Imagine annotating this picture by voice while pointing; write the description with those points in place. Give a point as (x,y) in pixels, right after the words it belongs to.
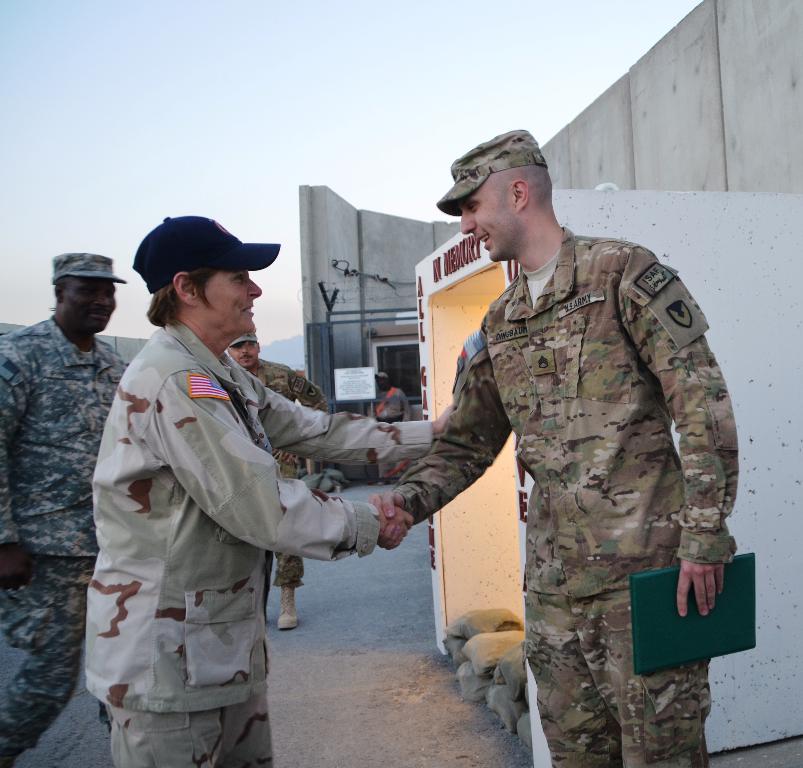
In this image in the foreground (547,340) there are two persons (249,326) who are shaking their hands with each other, and in the background (69,404) there are three persons (69,404) and wall (694,247) and some bags (505,646) and some other objects (310,352). At the bottom (350,709) there is road (368,559), at the top of the image (350,101) there is sky (201,97).
